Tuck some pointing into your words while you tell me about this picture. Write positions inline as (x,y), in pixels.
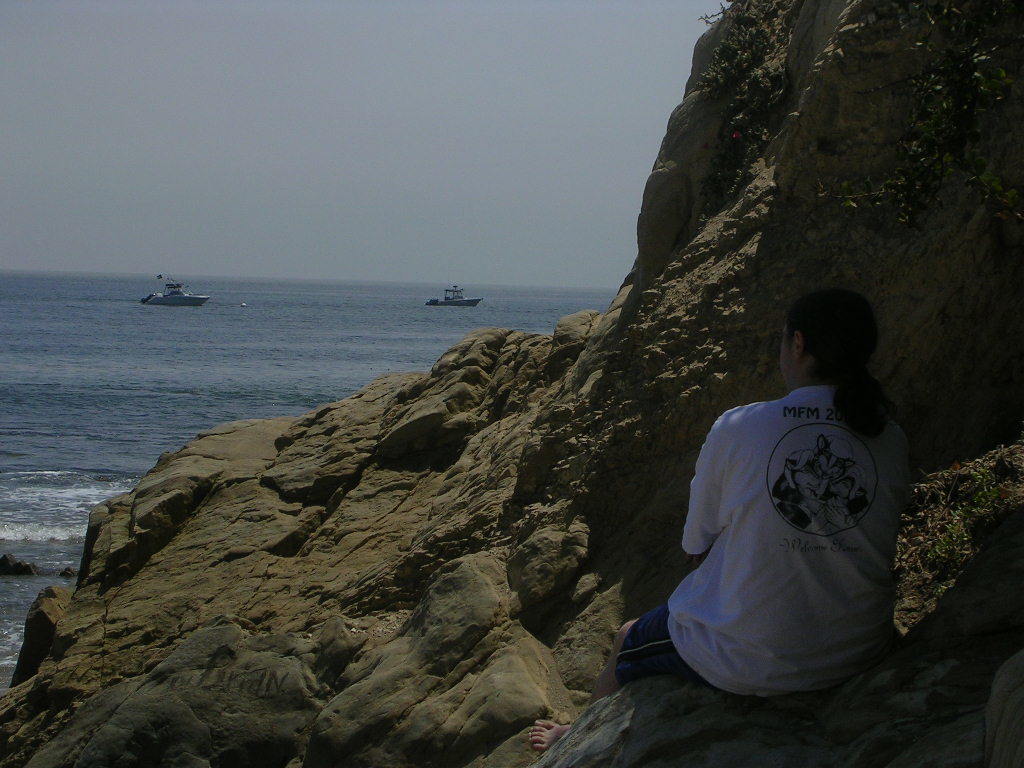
In this image a person (736,566) sitting on a mountain (835,110), in the background (456,329) there is a sea (348,355) on that sea (277,303) there are two ships (162,303).
